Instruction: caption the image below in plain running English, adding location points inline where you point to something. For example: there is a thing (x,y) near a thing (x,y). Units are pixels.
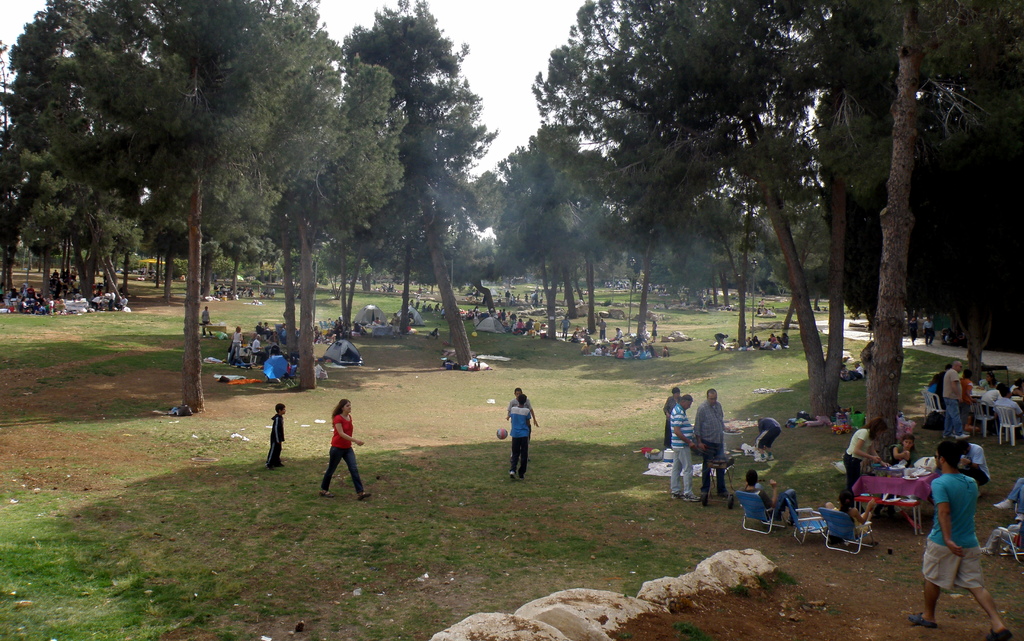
This picture is taken from outside of the city. In this image, we can see a group of people (690,423) walking, we can also see a few people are sitting on the chair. On the right side (920,479), we can see a table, on the table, we can also see a cloth (915,494) with some plates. In the background (1005,192), we can see some trees (36,180), plants (492,231) and a group of people (272,338). At the top (482,60), we can see a sky (498,40), at the bottom (212,589), we can see a grass (744,376) and a land (133,417).
